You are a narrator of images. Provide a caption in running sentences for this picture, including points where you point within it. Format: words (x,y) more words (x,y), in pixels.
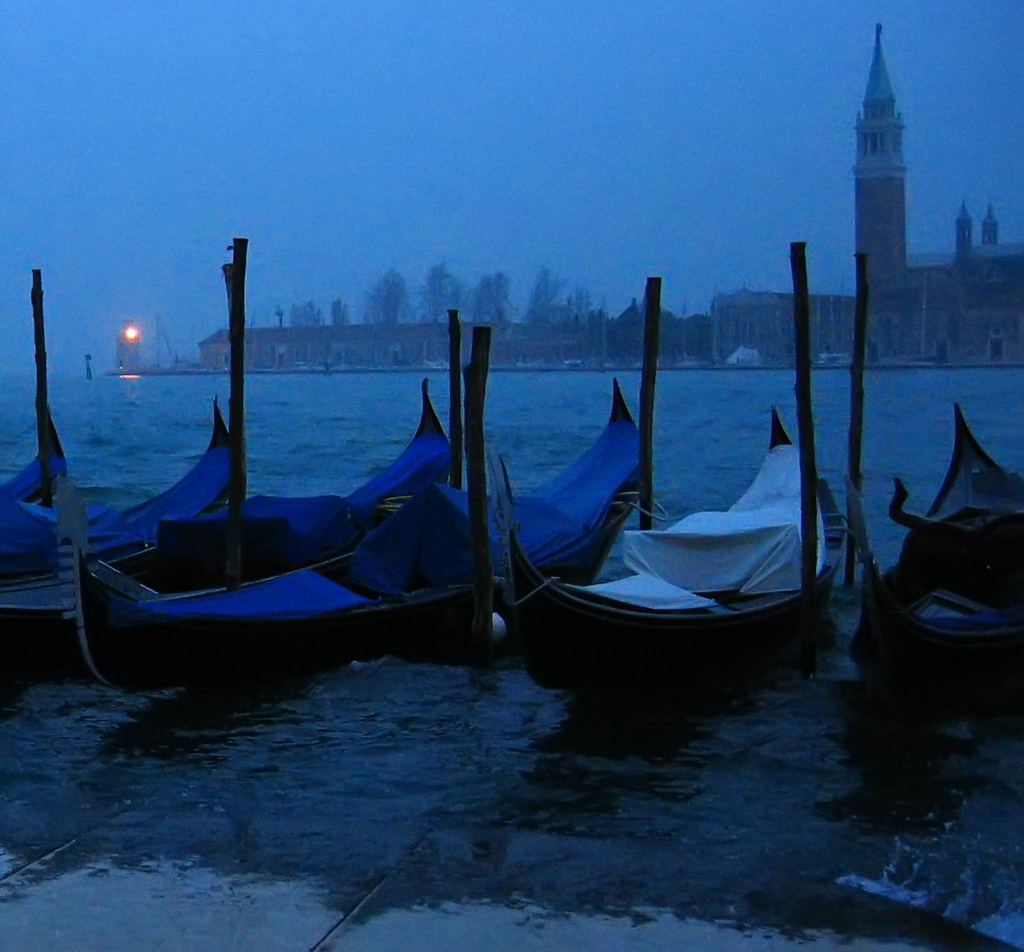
In this picture we can see boats (350,496) on the water (882,529), buildings (958,337), trees (322,312), light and some objects (861,377) and in the background (452,151) we can see the sky (555,69).
